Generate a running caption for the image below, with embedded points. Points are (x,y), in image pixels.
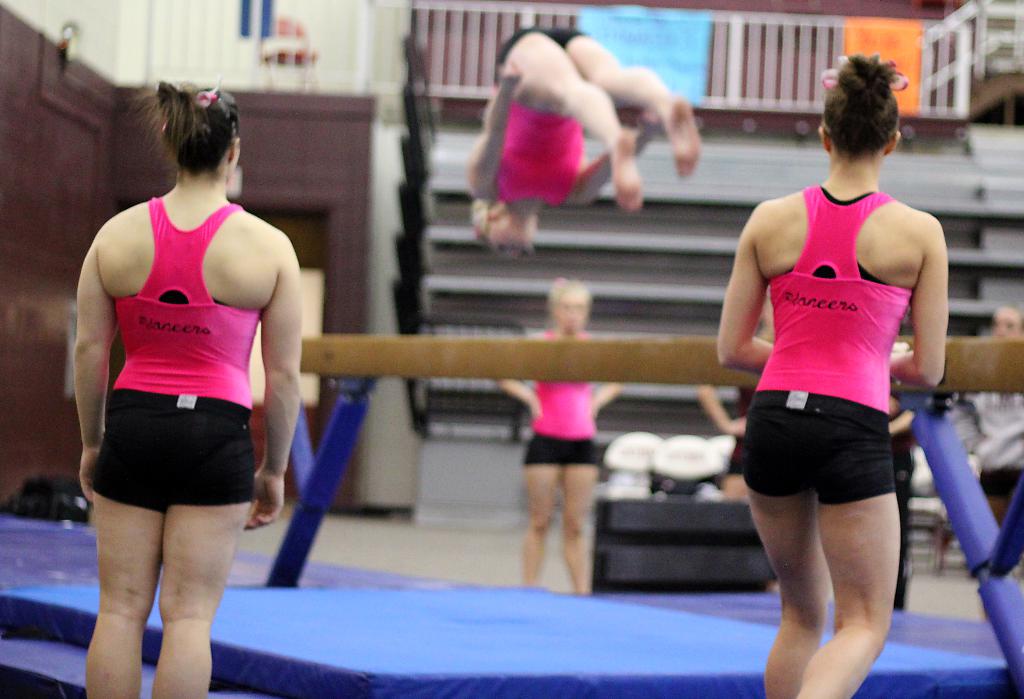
In this image I can see there are persons (133,469) standing. And there is a bed (526,646). And there is a wooden stick (591,355) attached to the rods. And at the back (702,331) there are stairs (431,269) and a floor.
